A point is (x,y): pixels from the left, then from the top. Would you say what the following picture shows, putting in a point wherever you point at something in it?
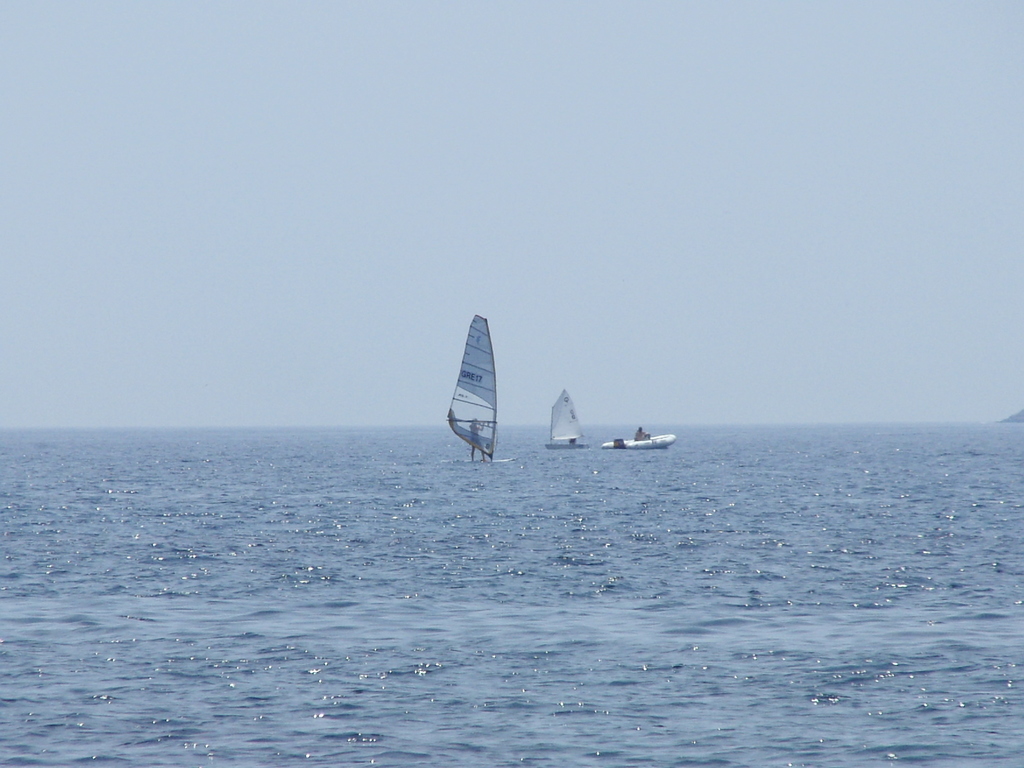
In this picture we see 3 boats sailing in the sea (535,460). The sky (438,291) is blue.
